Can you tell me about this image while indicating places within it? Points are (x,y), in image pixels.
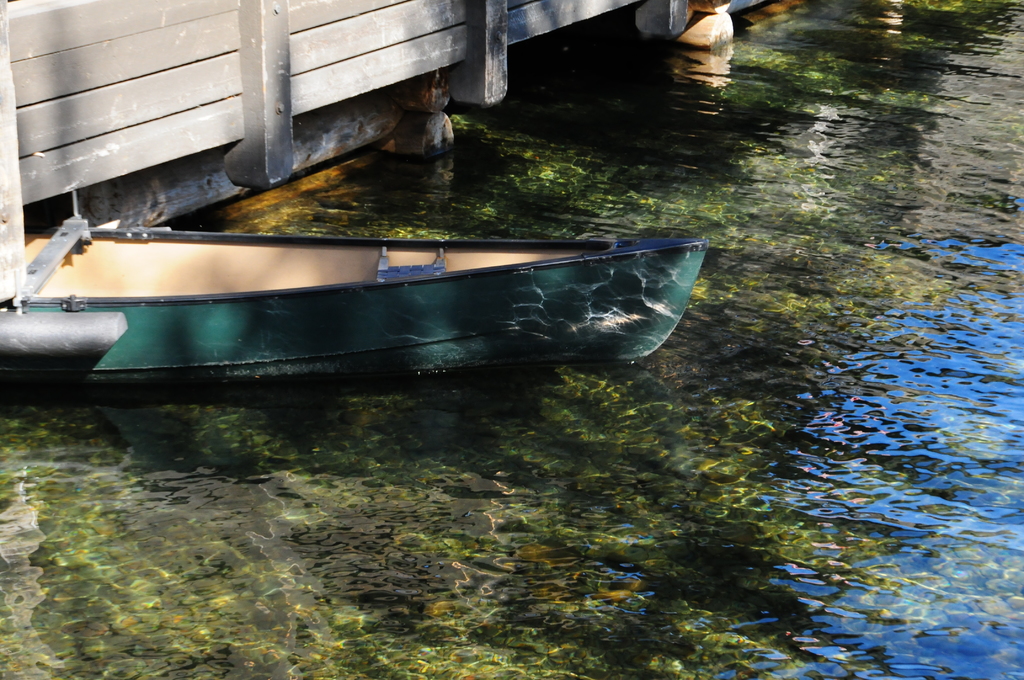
In this picture I can see a boat (656,240) on the water (372,197), and there is fence (313,76).
